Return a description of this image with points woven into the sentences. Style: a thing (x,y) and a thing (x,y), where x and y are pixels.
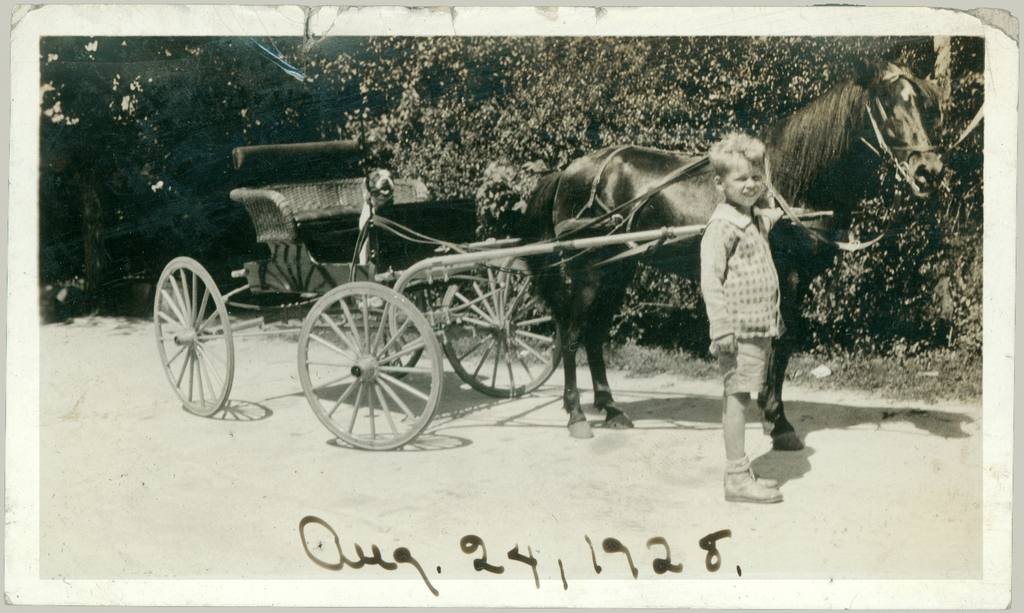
In this image on the right side (774,195) there is one horse (569,306), and beside that horse (706,217) there is one boy (753,333) who is standing and on the left side (310,259) there is one vehicle (364,273) and on the background (288,90) there are some trees (454,90).
